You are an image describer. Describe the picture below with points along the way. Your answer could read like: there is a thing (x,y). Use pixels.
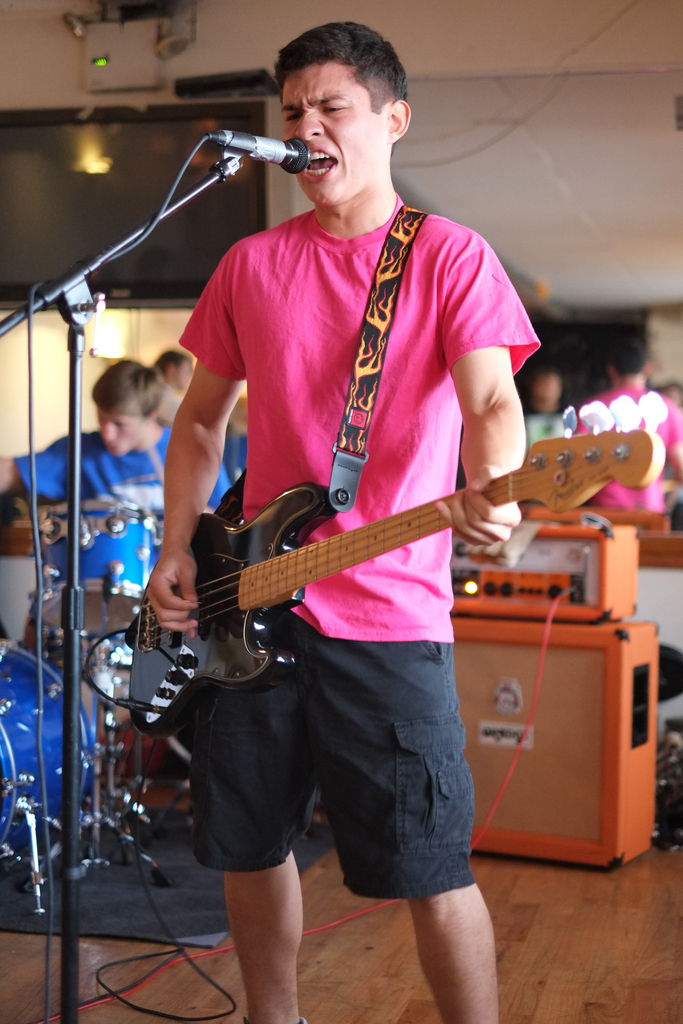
In this image, we can see a person (361,794) is standing and playing a guitar (290,596). He is singing in-front of a microphone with stand (74,329) and wire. Background (675,674) we can see few people (632,367), musical instruments (13,744), machines (527,612), objects (677,792), wire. Here there is a wall (573,287). At the bottom (603,921), there is a wooden floor (603,962).
